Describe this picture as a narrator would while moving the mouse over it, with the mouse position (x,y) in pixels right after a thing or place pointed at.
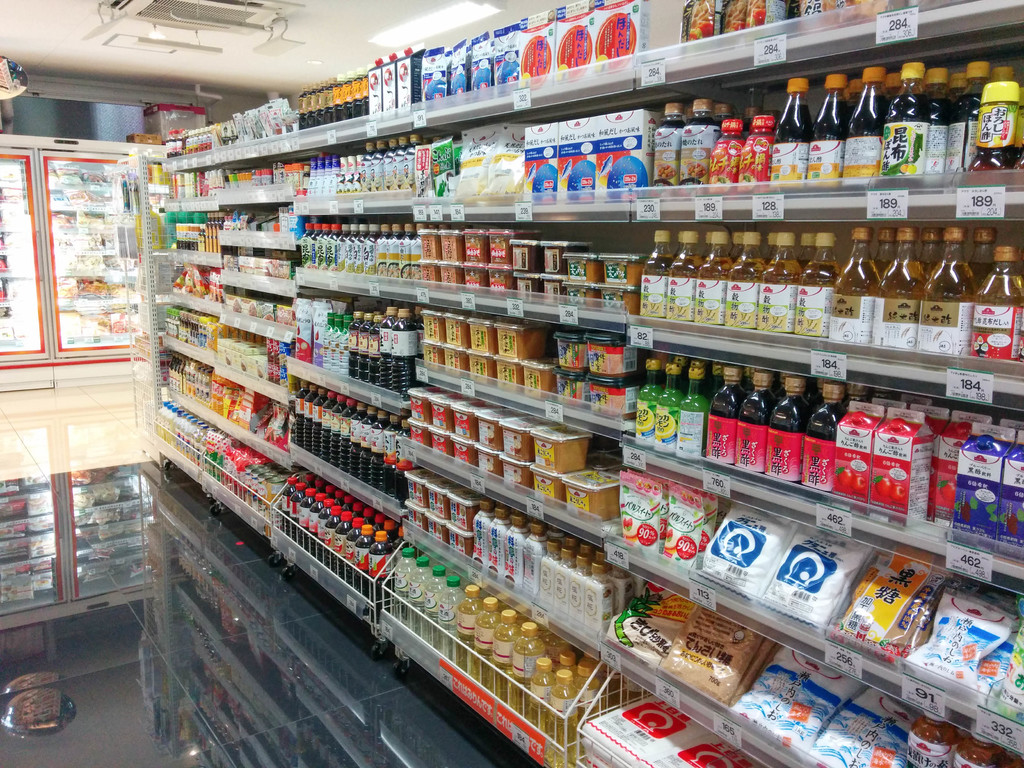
In this image there is a super market (446,80), in that super market (349,573) there are groceries (608,284).
